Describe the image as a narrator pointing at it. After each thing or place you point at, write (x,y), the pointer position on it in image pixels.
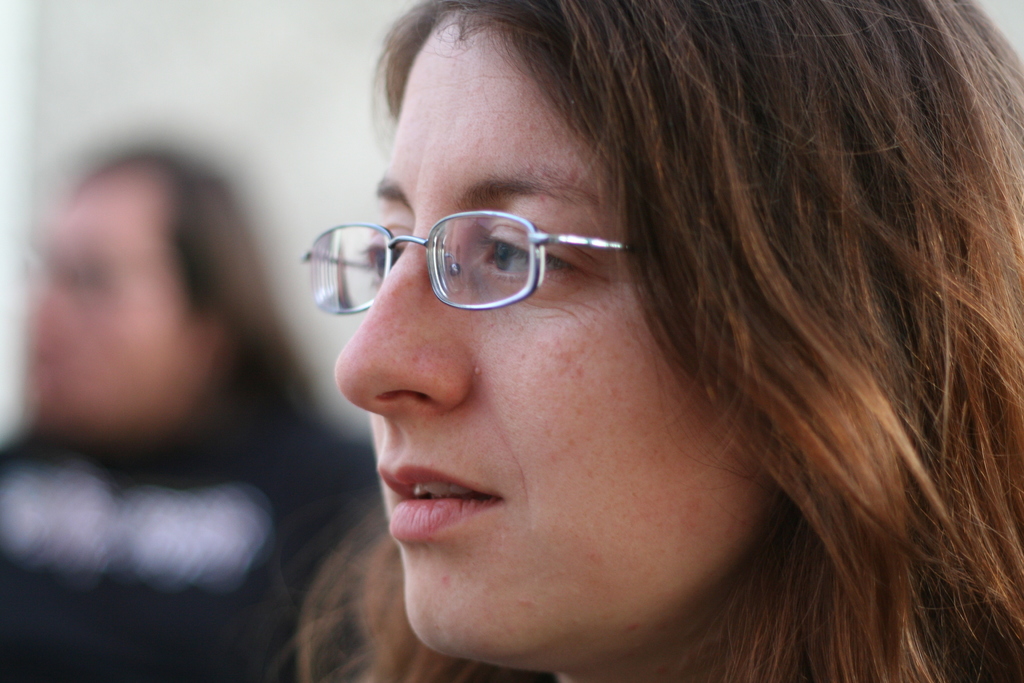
In the image there is a woman (636,373), she is wearing spectacles (453,304) and the background of the woman (370,544) is blur.
